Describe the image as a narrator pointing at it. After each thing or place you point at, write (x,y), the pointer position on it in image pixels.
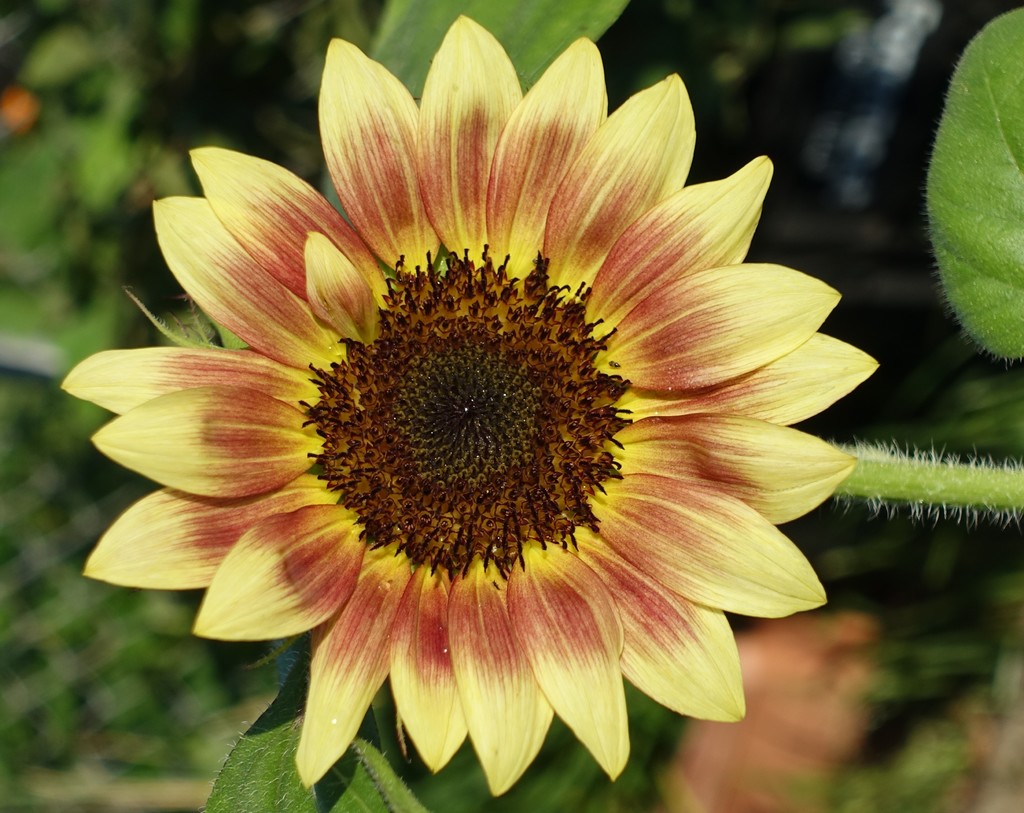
This image is taken outdoors. In the image there are a few plants (109,173) in the background (75,237). In the middle of the image (400,312) there is a plant (435,736) with a sunflower (542,492).
